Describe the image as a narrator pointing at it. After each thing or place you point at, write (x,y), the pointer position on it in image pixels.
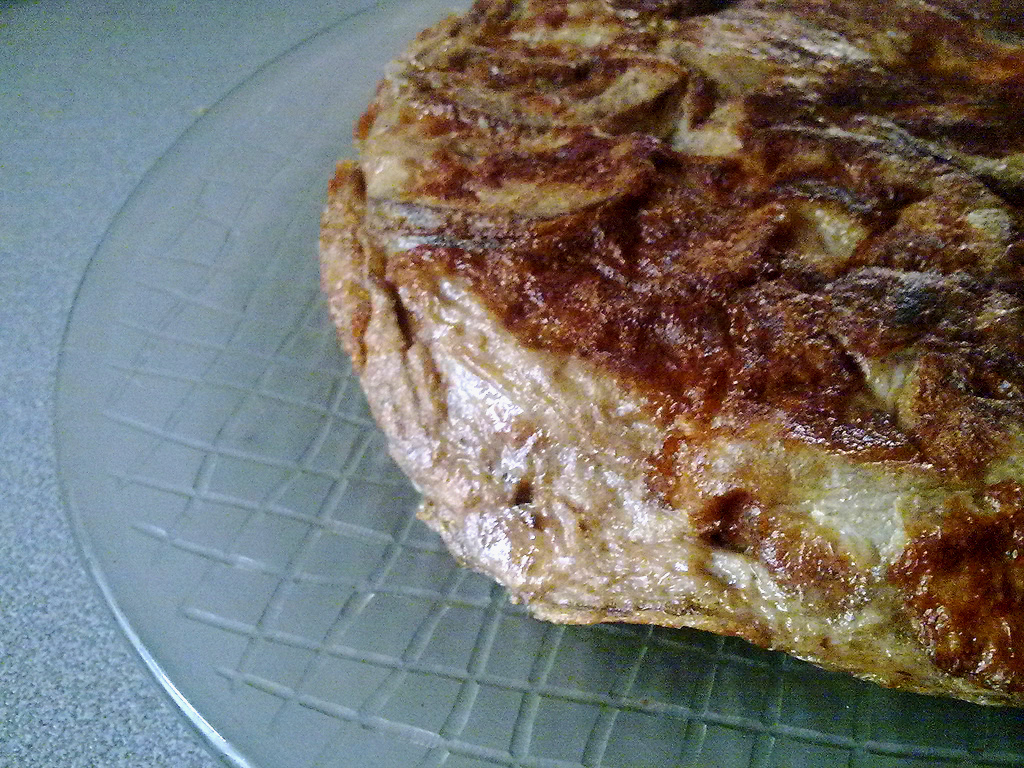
In this image I can see a food item (673,314) which is placed on the glass (280,493).
